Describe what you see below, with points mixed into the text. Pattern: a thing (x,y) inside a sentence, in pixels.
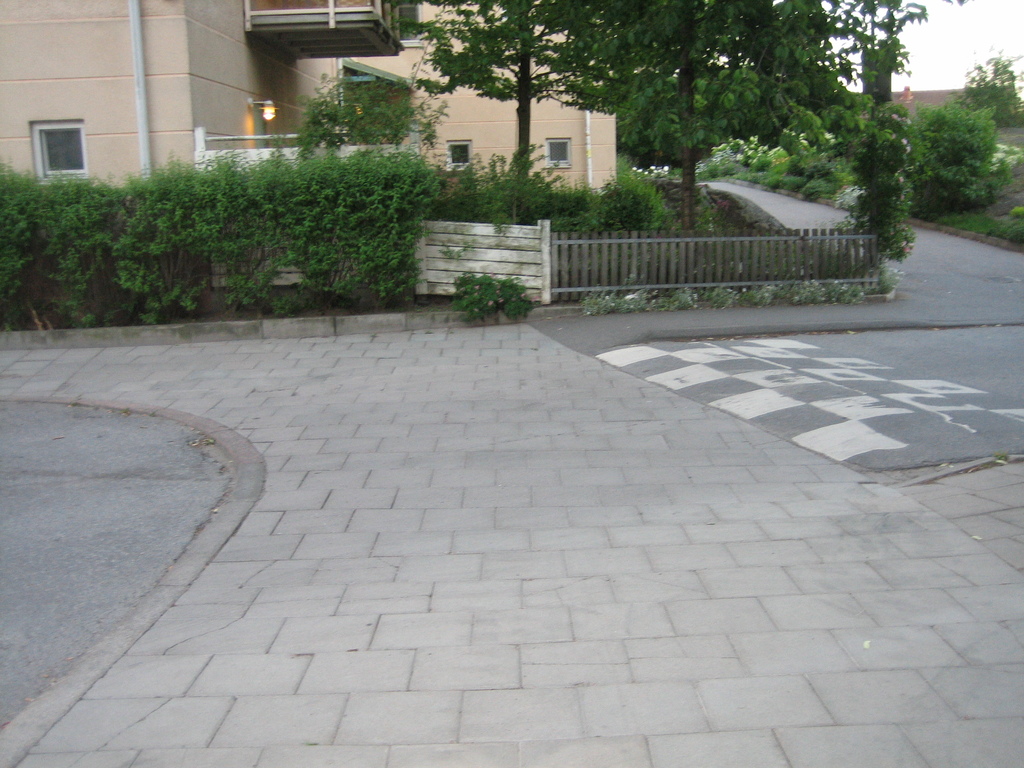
This picture is taken beside the road (897,410). At the top (305,188), there are trees (535,79), fence (663,271), plants (272,222), building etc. At the bottom (359,524), there are tiles (696,517).
